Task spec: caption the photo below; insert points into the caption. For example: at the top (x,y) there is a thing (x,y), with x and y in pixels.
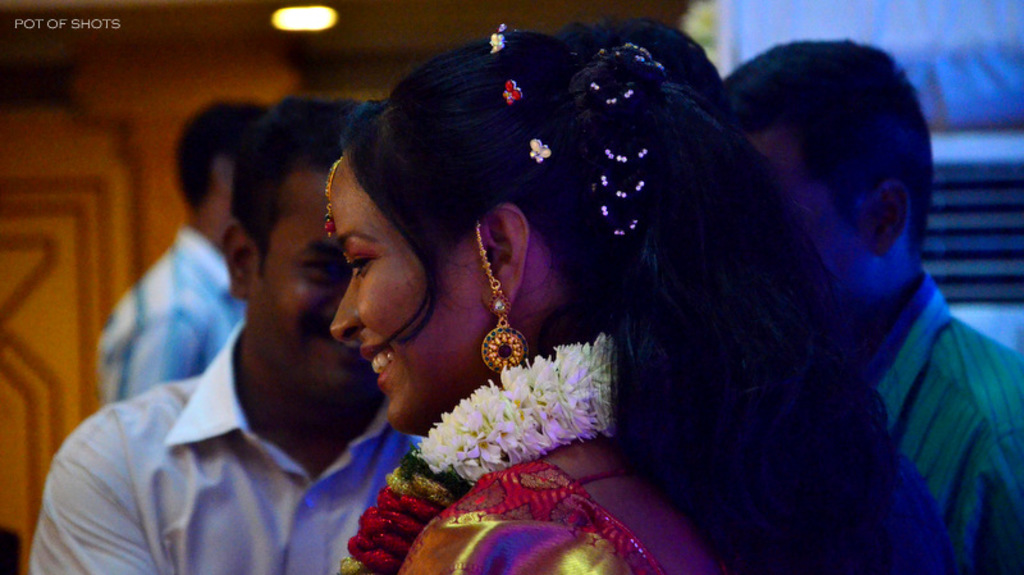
This picture seems to be clicked inside the room (960,14). In the foreground (484,131) we can see a woman (460,541) wearing a garland (559,398), smiling and seems to be standing and we can see the group of people (954,415) seems to be standing. In the background (254,24) we can see the light (302,23) and many other objects (126,129). In the top left corner (48,21) we can see the text (21,24) on the image.
